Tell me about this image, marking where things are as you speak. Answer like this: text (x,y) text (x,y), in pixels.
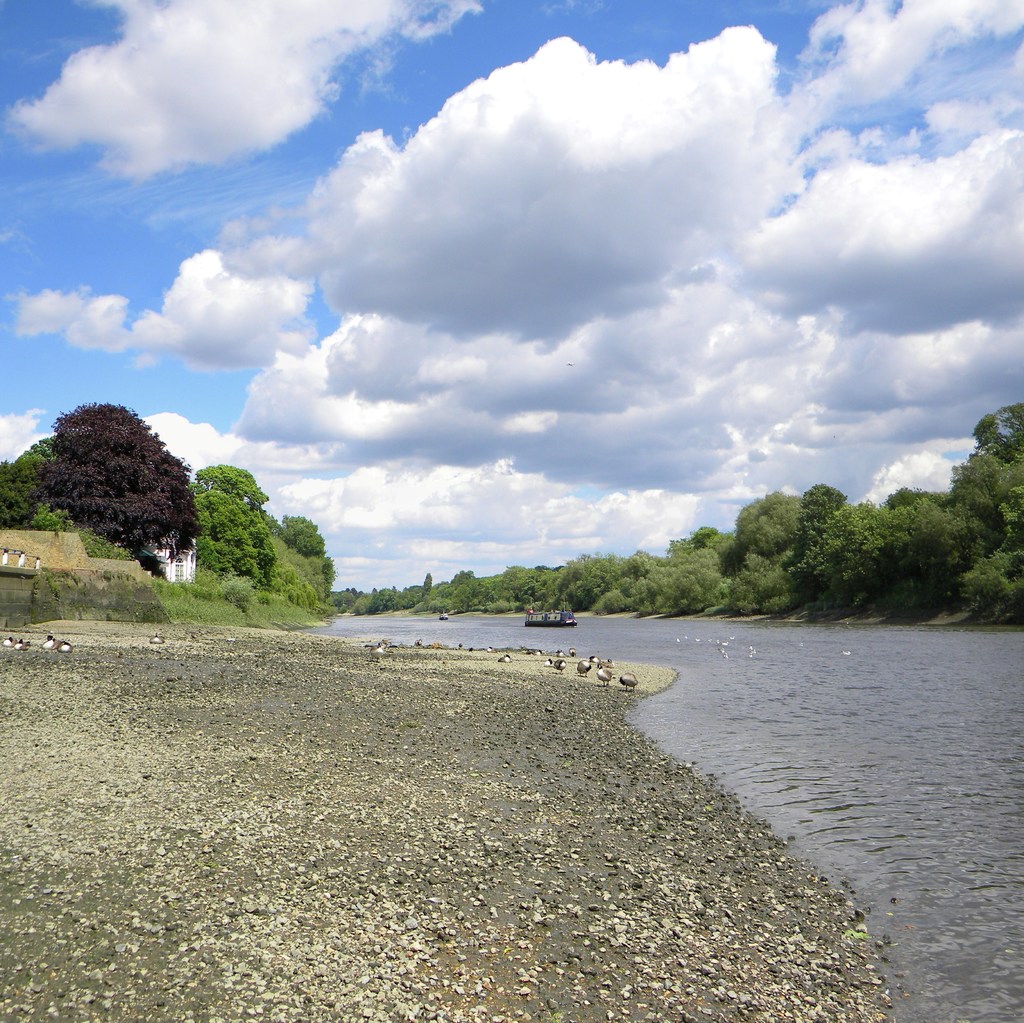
In this picture I can see trees (628,590) and a boat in the water (664,625) and few ducks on the ground (423,722) and a house (192,572) and a blue cloudy sky (581,374) and few stones (188,873) on the ground (163,873).
